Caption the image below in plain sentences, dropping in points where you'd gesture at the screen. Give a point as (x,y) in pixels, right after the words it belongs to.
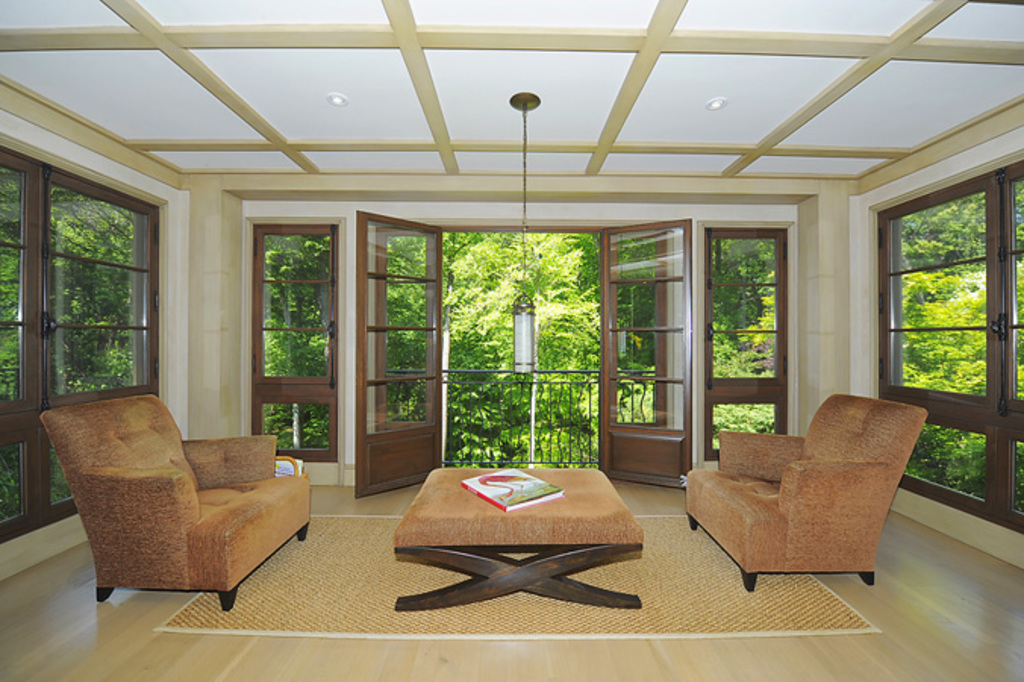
In the given image we can see a sofa (718,514), sofa table (549,525). This is a carpet (696,601). This is a balcony (528,419) and iron fencing (485,399) and outside of this room (669,379) we can see many trees (509,268).
